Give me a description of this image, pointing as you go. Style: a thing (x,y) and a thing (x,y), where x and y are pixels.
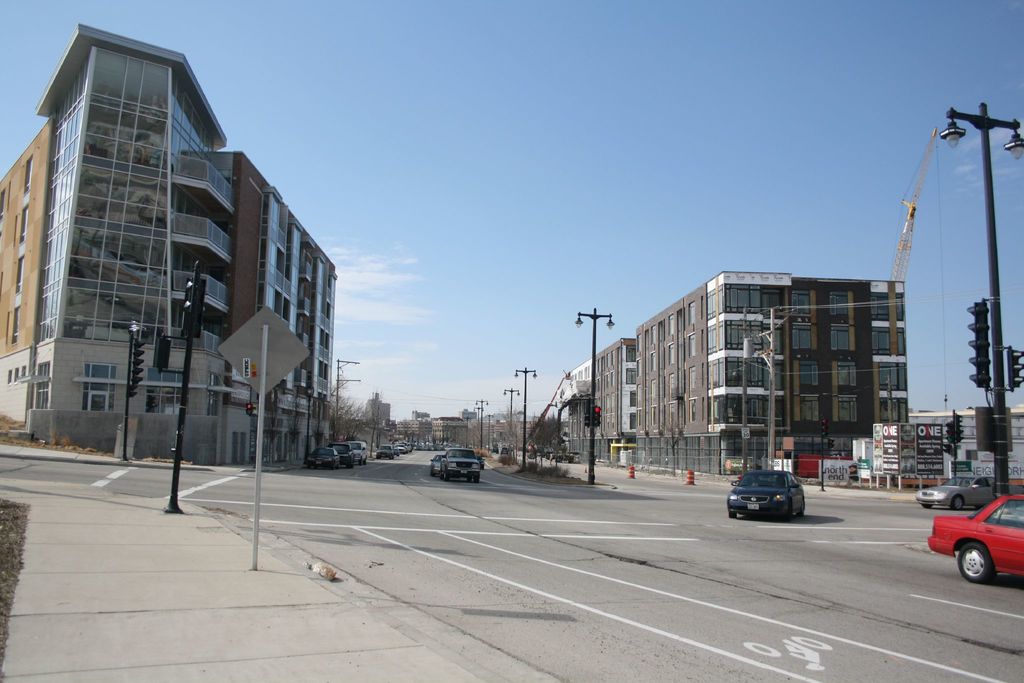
As we can see in the image there are sign poles (261,368), street lamps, traffic signals (162,339), cars (432,466), buildings (308,258), banners (893,457) and a sky (594,50).
